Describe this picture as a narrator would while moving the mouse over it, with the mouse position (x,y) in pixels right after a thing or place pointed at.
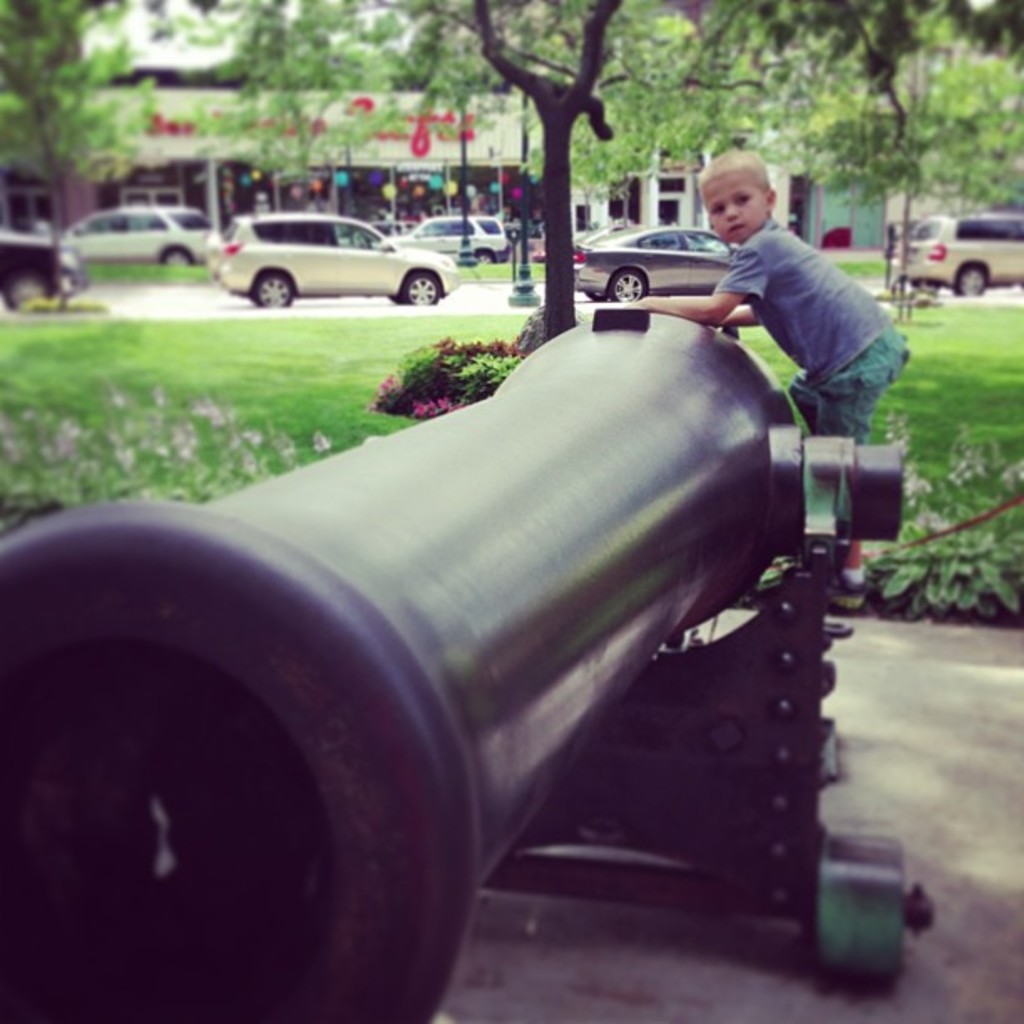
In the image we can see there is a kid (757,316) standing on the war equipment (508,624) and there is a ground (340,344) at the back (340,344) covered with grass (375,348). There are cars (939,222) parked on the road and behind there are trees (569,156) and there are buildings (531,206).
